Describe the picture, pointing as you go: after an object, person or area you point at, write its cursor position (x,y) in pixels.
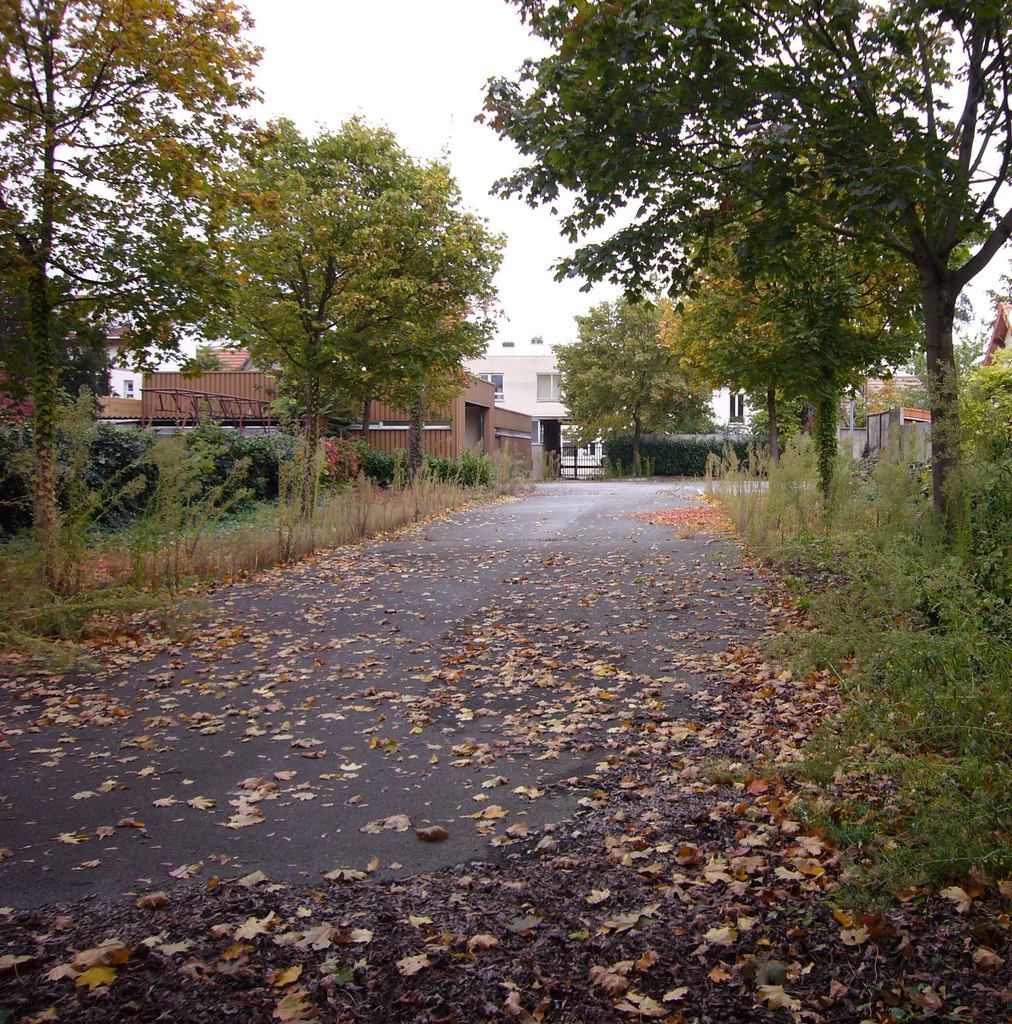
There are dry leaves (538,735) on the path (416,694) in the foreground area of the image (274,589), there are trees (127,344), plants (239,510), houses (488,372) and the sky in the background (454,414).
